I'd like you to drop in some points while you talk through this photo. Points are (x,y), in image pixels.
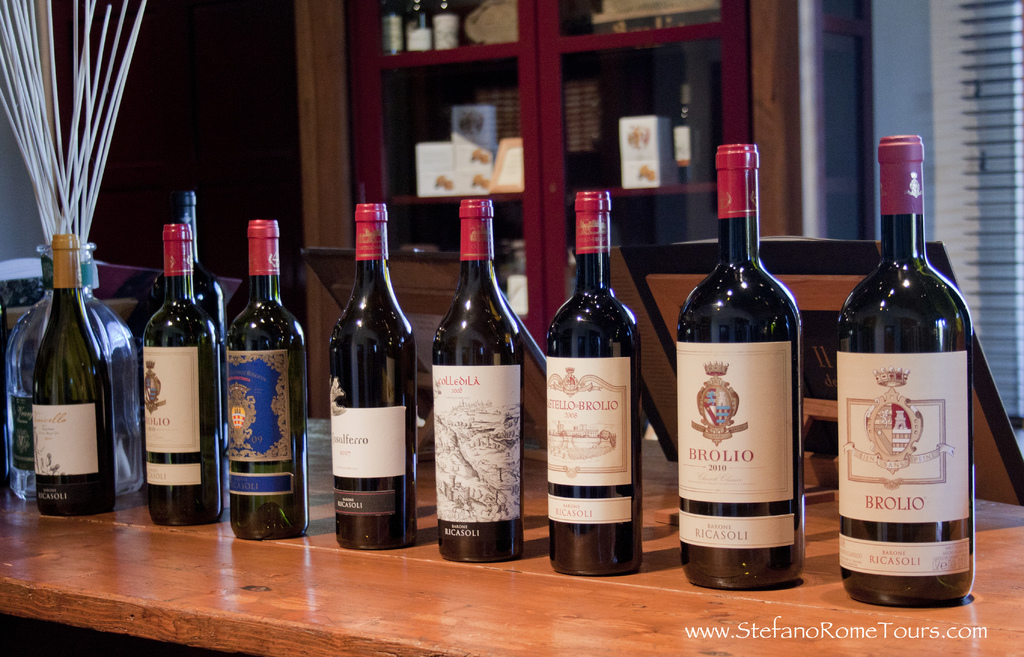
In the picture we can see a wooden desk (293,635) on it, we can see some wine bottles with red color caps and behind it, we can see a cupboard (373,151) with glasses (390,183) and in it we can see some things (476,109) are placed.
